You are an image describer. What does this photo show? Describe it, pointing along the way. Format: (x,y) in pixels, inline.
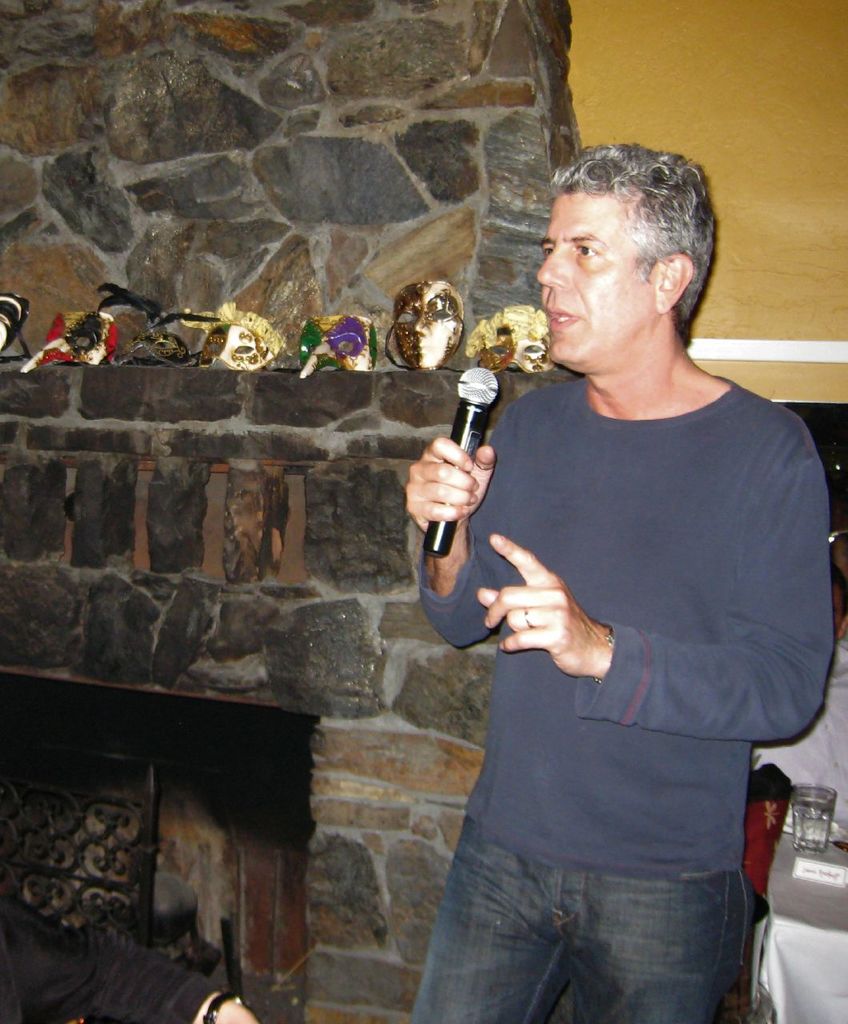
In this picture there is a man (614,461) standing and talking and he is holding the microphone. At the back (37,359) there are objects (371,339) on the wall (375,430). On the right side of the image (840,912) there is a glass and there is a board (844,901) on the table (830,909). At the bottom left (93,950) there is a person (71,945) sitting.
